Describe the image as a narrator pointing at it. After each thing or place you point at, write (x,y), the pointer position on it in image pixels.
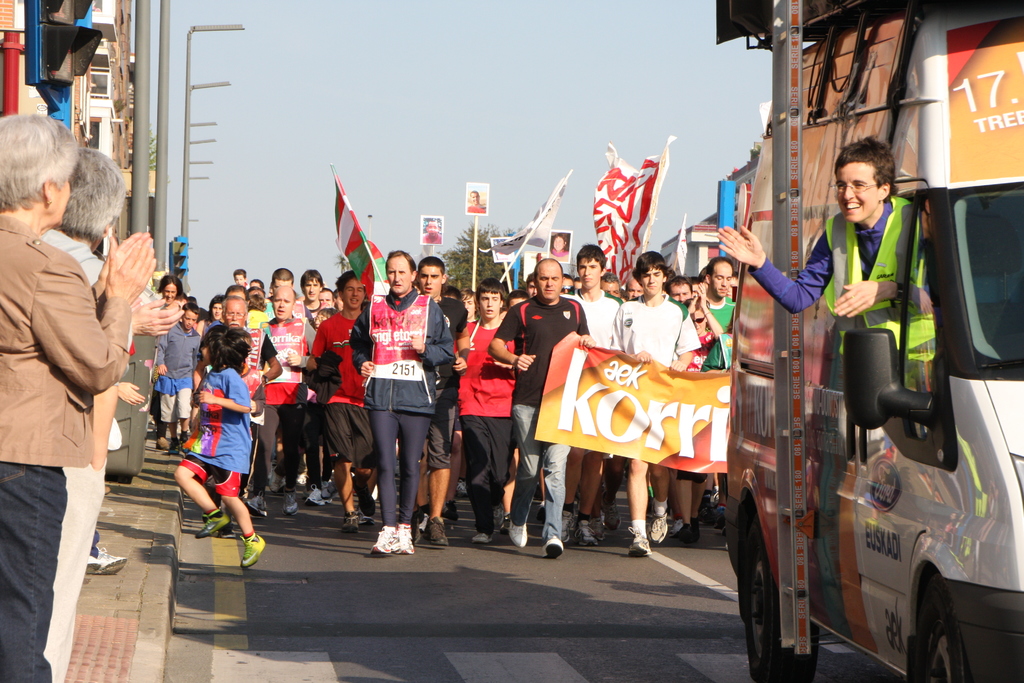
In this image we can see the woman (797,298) smiling in the vehicle (901,381) which is passing on the road (636,604). We can also see many people (195,415), some with flags (377,274) and some are holding the banners (615,387) and also placards (422,230). The image also consists of buildings (108,35), traffic signal light poles (86,36) and some other poles (186,158). On the left (85,320) we can see the persons (44,316) standing on the path (120,529) and clapping. Sky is also visible.
